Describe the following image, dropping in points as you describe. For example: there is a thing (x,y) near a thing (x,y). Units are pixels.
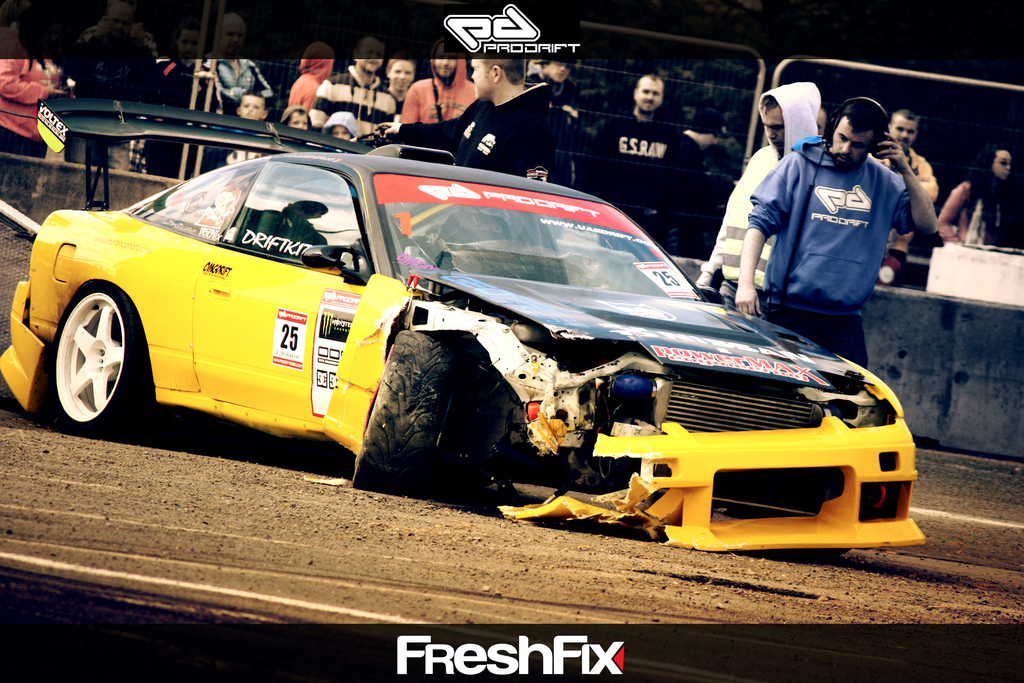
In this picture I can see few people (16,108) standing and I can see a car (562,237) and text (402,668) at the top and at the bottom of the picture (434,655).
